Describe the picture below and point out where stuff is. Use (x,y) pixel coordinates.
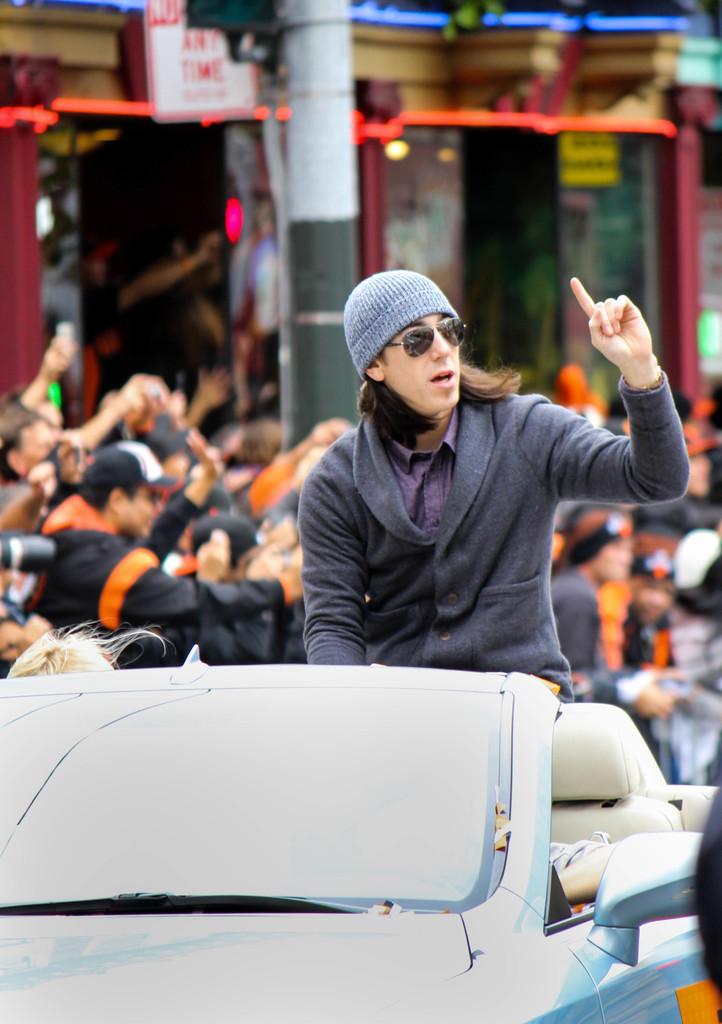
People (166,497) are standing, person (430,501) is sitting in the car (580,723) and here there is pole (341,188).
